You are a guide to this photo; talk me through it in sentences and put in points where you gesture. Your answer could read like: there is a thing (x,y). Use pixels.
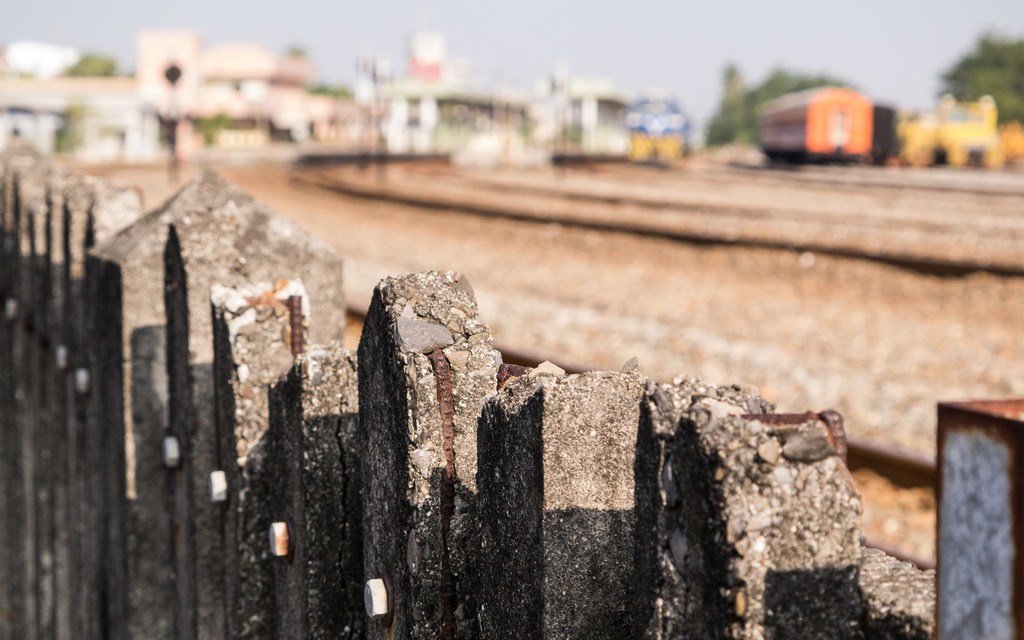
In the foreground of the image (318,457) there is a fencing (343,584). In the background of the image (329,172) there are houses (283,86), railway track (403,172), train (674,109), trees (734,124). At the top of the image (479,25) there is sky (479,25).
